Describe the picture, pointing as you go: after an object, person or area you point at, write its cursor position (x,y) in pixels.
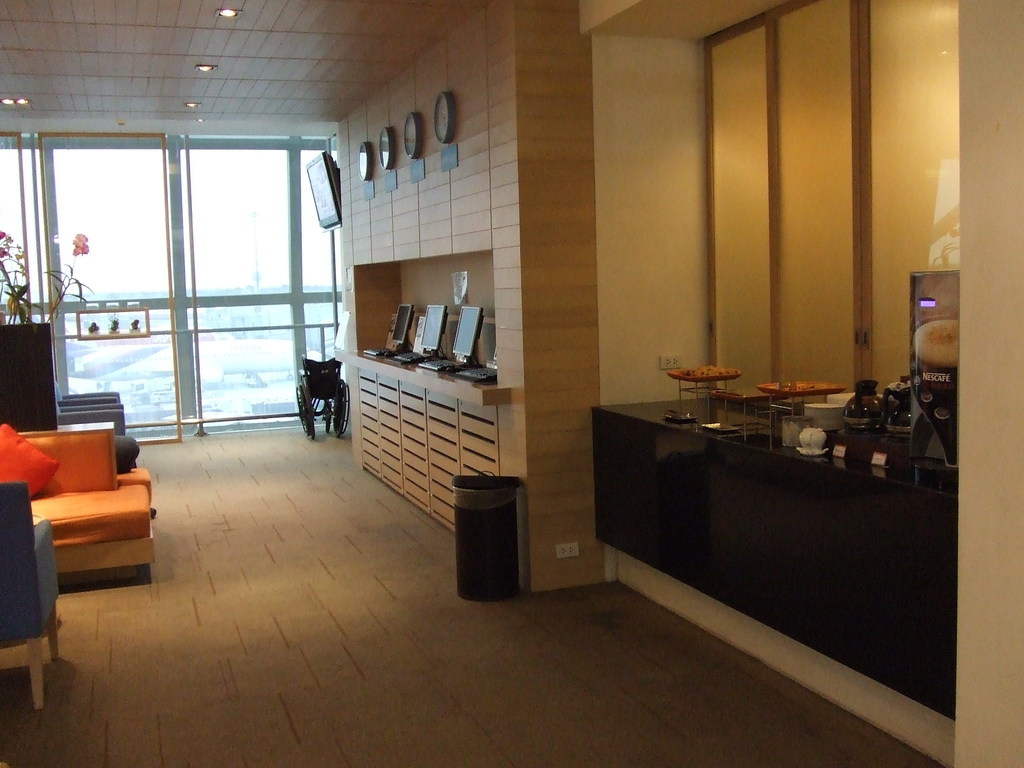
In this image there are computer (472,332), clock (443,104), wheelchair (330,401), bin (493,555) on the floor (359,560). There are chair (76,508) and pillows (28,479). At the background (180,260) there is window (241,327). On the countertop (723,441) there is a cup (803,436) and a jar (867,413).
